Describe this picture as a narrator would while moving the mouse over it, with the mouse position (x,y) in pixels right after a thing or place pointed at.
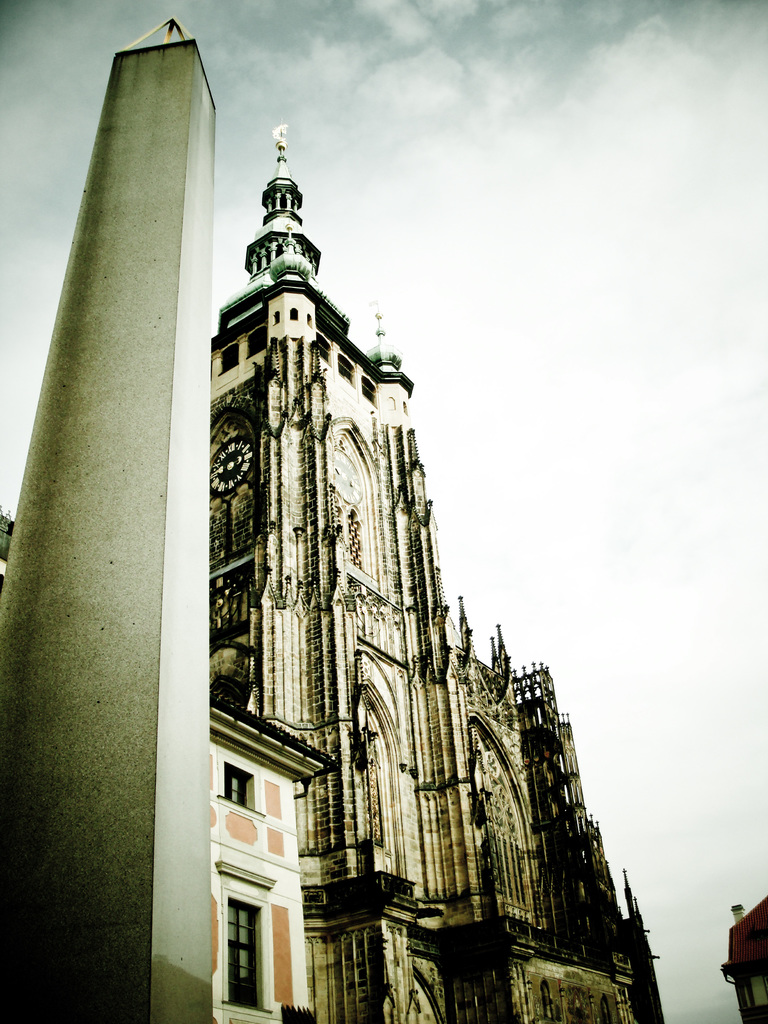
In this image, we can see some buildings (431,680), a pillar (143,583) and the sky (621,375) with clouds (694,143).
